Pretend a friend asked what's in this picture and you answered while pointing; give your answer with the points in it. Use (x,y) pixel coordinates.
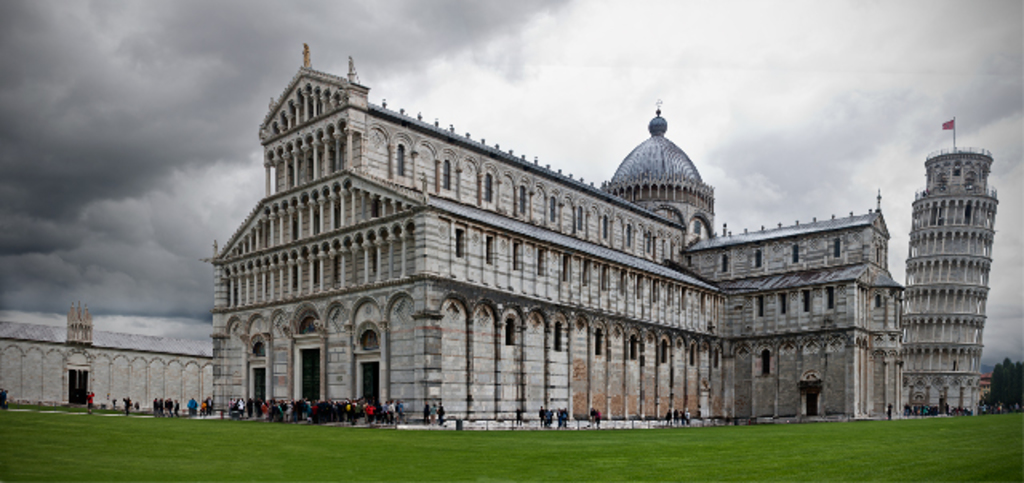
In this image there is a cathedral (339,262), in front of cathedral (634,352) there are few persons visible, at the top (658,85) there is the sky (449,56) and the sky (174,56) is cloudy, on the top of tower (946,157) there is a flag (952,123) visible on the right side (955,141).
